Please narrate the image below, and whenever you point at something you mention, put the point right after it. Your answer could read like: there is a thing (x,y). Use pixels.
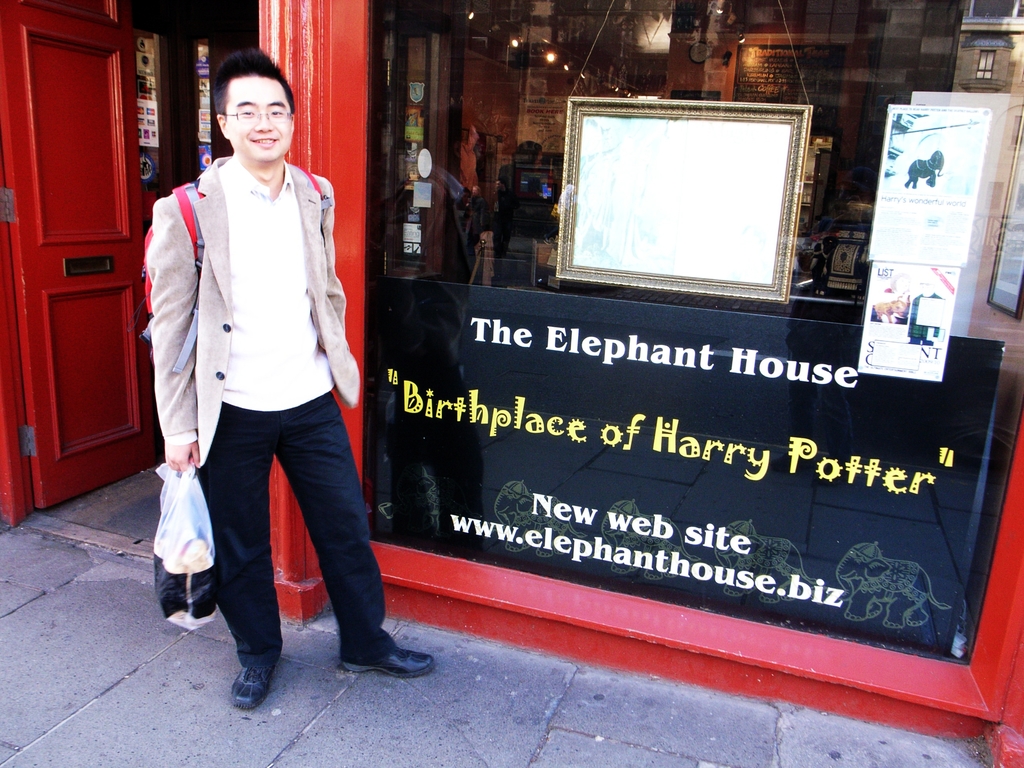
In this picture we can see a person (263,459) holding a cover (157,470) and wearing a bag (199,187). He is standing and smiling. There are few posters (975,114). We can see a building (45,281). There is a door (40,257). We can see some lights (545,59) and other things (825,171) in this building (579,438).
